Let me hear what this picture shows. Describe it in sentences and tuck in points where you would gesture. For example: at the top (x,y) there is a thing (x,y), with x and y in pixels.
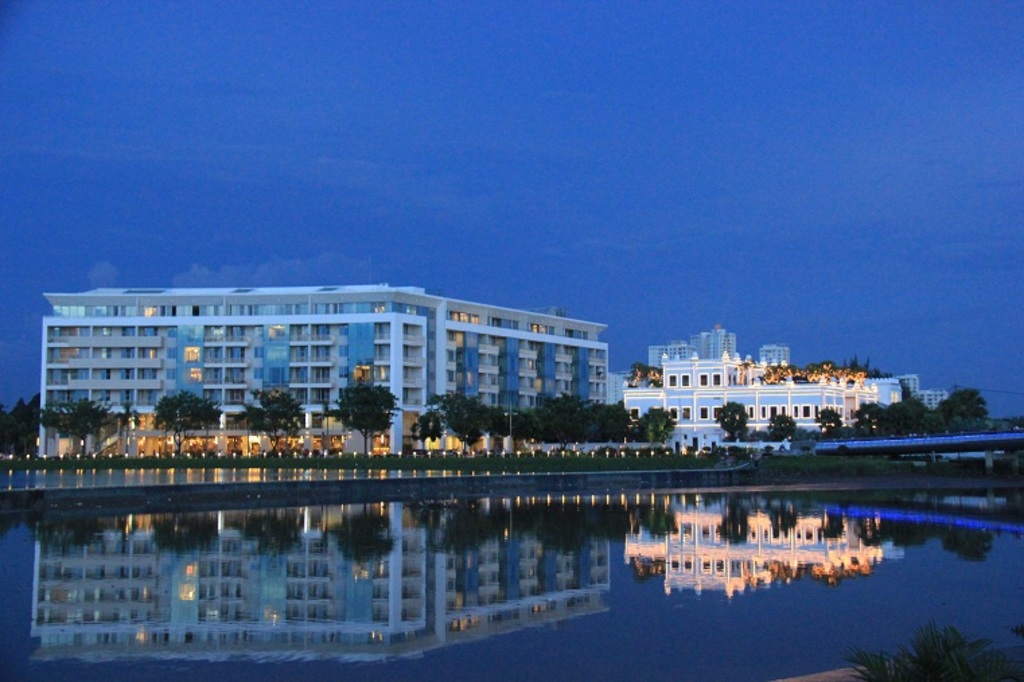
In the center of the image (474,330) there are buildings (897,390). At the bottom (147,476) we can see trees (543,411) and lake (646,537). At the top (508,109) there is sky (508,109).
